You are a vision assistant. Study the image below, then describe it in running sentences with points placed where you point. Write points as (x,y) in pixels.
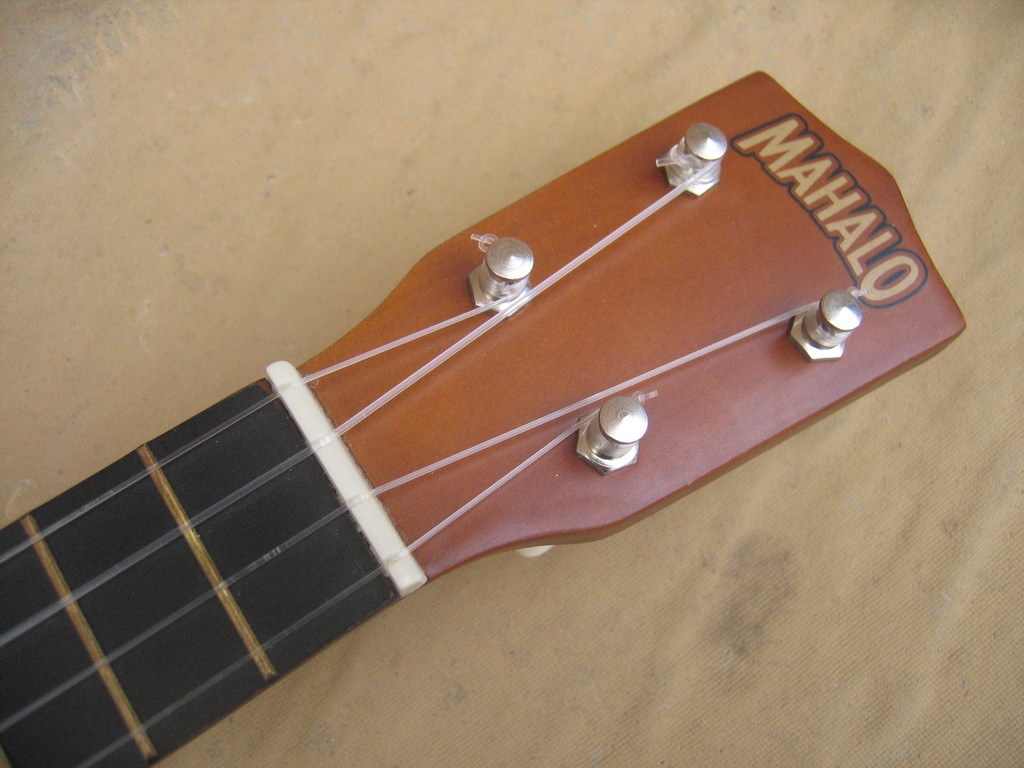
In this image there is a guitar neck (7,747), headstock (812,371), pins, strings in a table (587,34).
